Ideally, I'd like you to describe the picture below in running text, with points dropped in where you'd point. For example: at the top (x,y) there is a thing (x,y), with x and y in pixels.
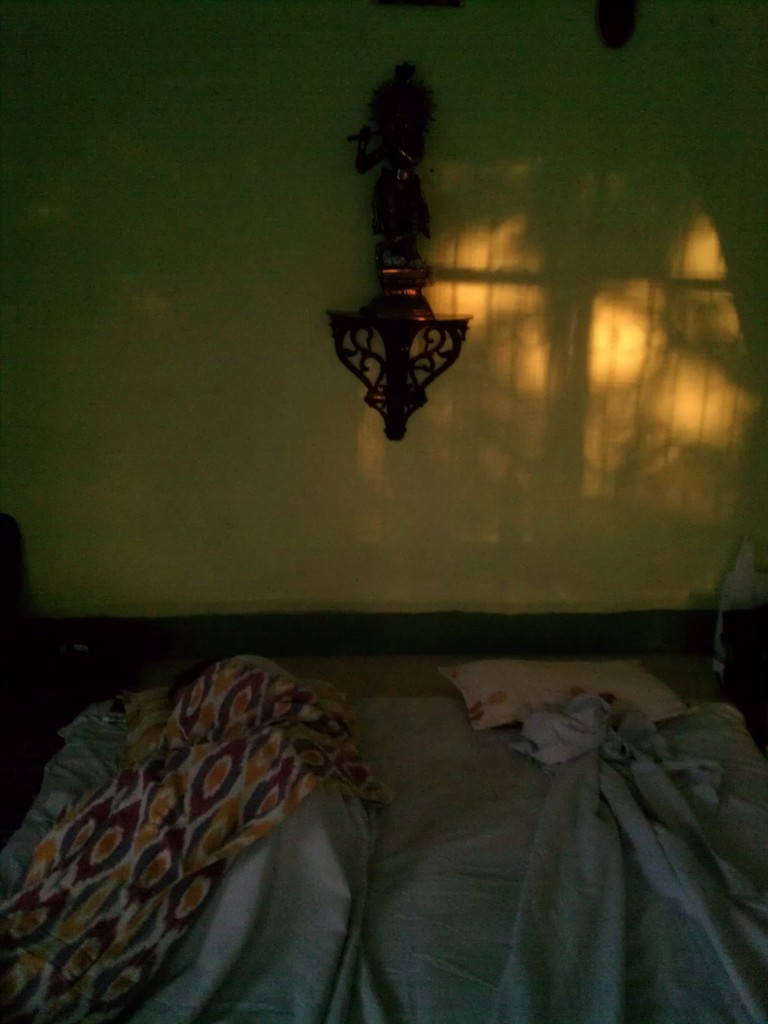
In this picture I can see pillows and blankets (545,890). I can see the object (381,303) on the wall (309,202).
